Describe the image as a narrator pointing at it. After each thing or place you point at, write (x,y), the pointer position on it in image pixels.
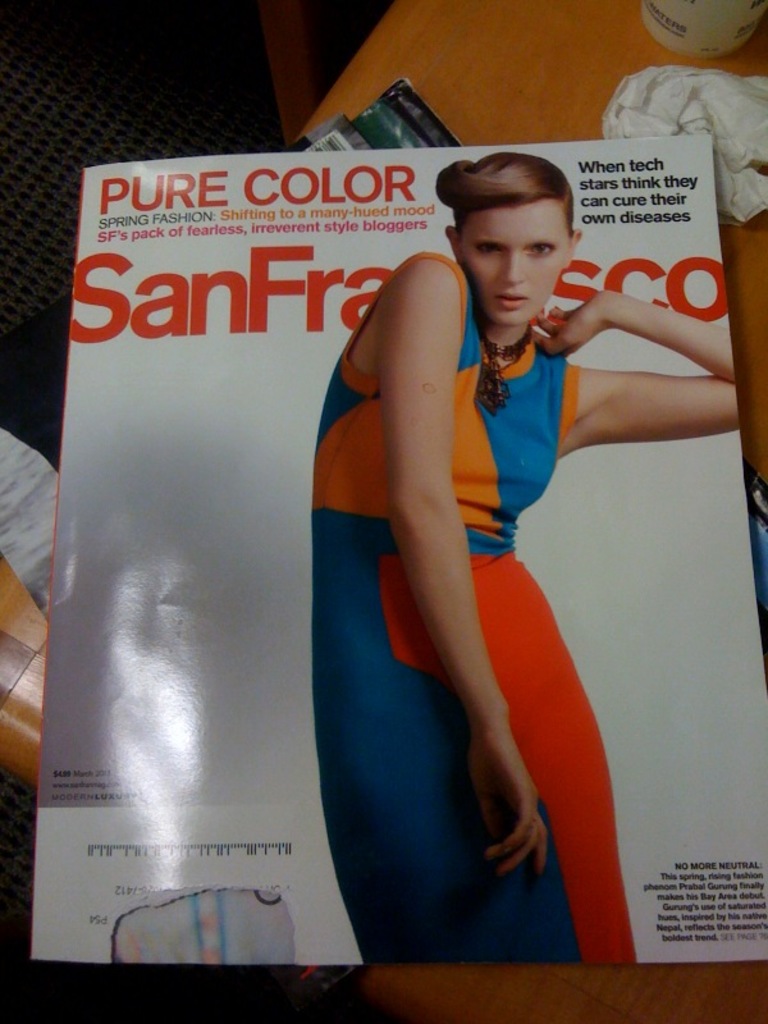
In this picture I can see a book (629,758) in front (198,217), on which there is something written and I can see an image (485,475) of a woman (503,349) and on the top of this picture (453,79) I can see the brown color surface (497,91) on which there are few things (735,169).
